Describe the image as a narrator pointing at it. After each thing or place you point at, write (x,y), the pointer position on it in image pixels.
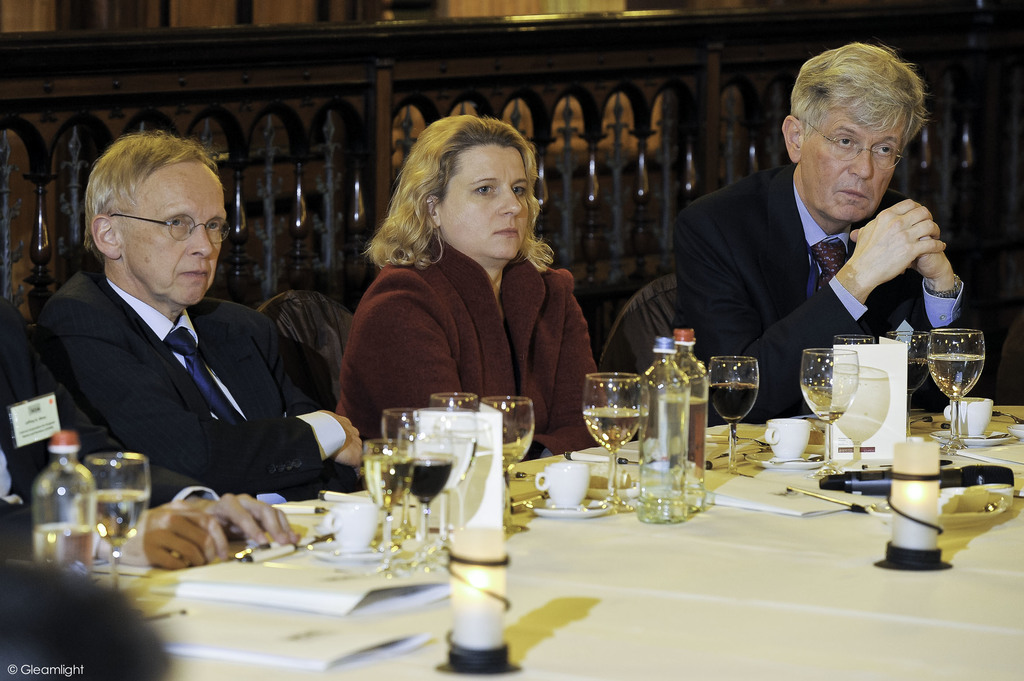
In this image we can see few people (287,375) sitting on the chairs (650,336) near the table (721,551), on the table (707,548) there are few glasses (612,385), cups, bottles (677,427), books (783,510) pens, candles (913,503), a mic (884,487) and few objects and there is a fence (634,81) in the background (651,88).
